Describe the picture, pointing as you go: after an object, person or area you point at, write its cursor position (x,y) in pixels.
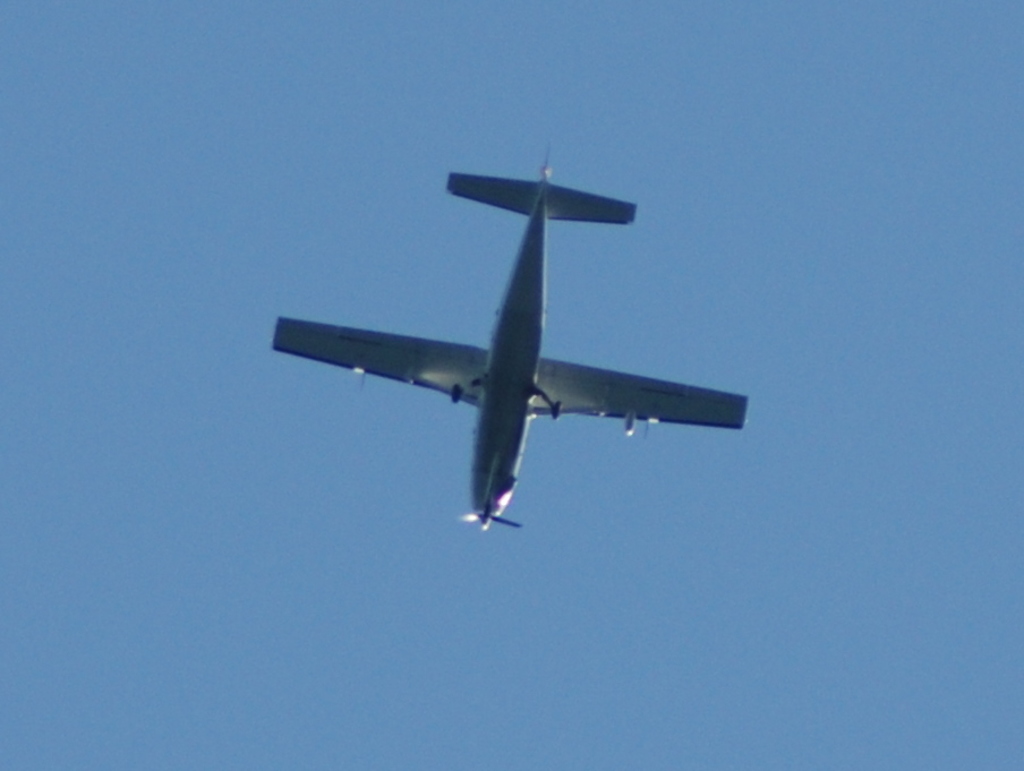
Here the sky (246,359) is blue and an aeroplane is flying in the sky (557,102). The aeroplane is in white color.
